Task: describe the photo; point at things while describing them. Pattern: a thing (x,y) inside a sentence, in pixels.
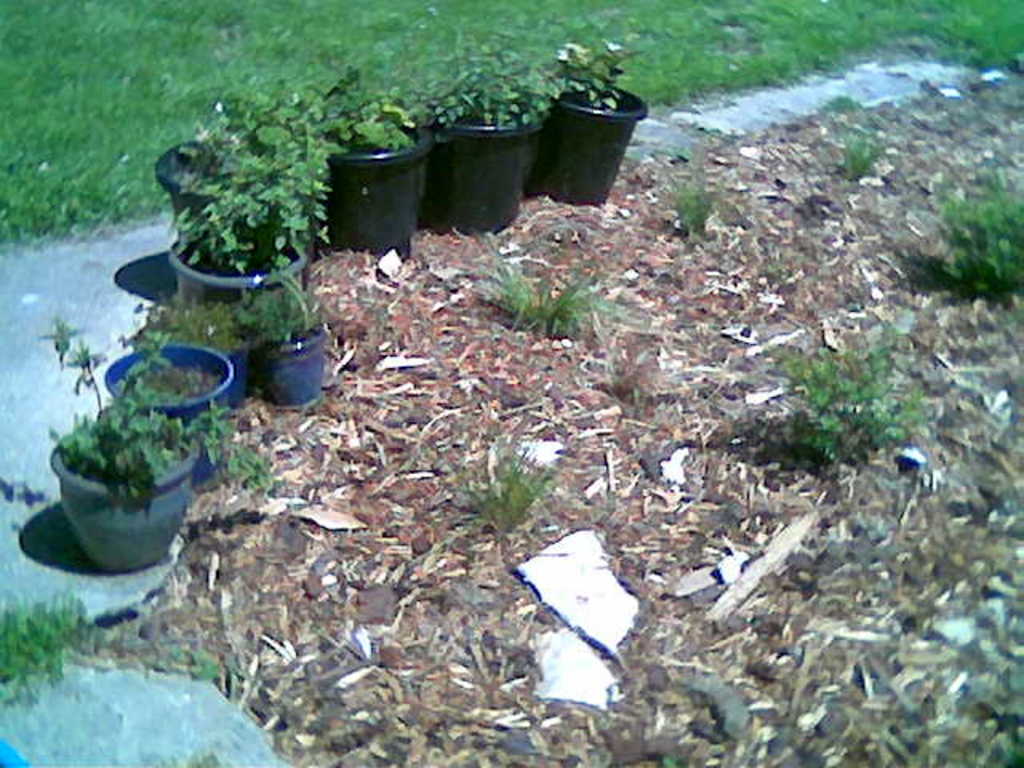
In this image I can see some flower pots (259,280) are on the ground (274,415). These pots (474,226) are in black and blue color. To the side I can see some dried sticks (419,534), grass (531,488) and plants (84,367).
